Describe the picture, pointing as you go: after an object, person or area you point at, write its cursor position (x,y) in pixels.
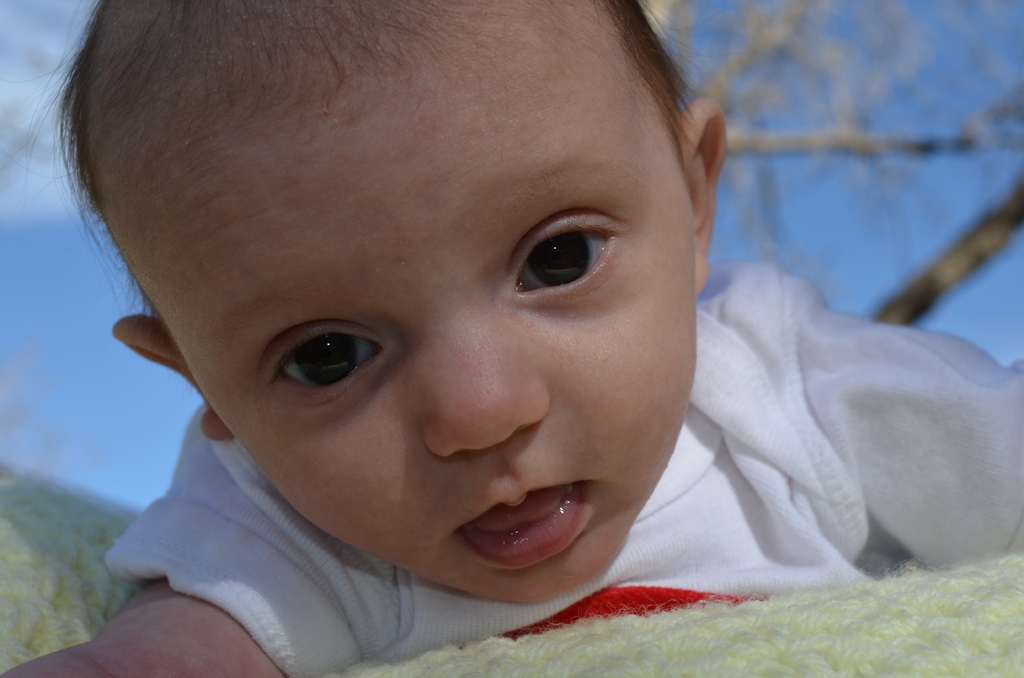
In the foreground of the image (206,515) there is a baby (707,569). At the bottom of the image (620,645) there is some cloth (586,643).
